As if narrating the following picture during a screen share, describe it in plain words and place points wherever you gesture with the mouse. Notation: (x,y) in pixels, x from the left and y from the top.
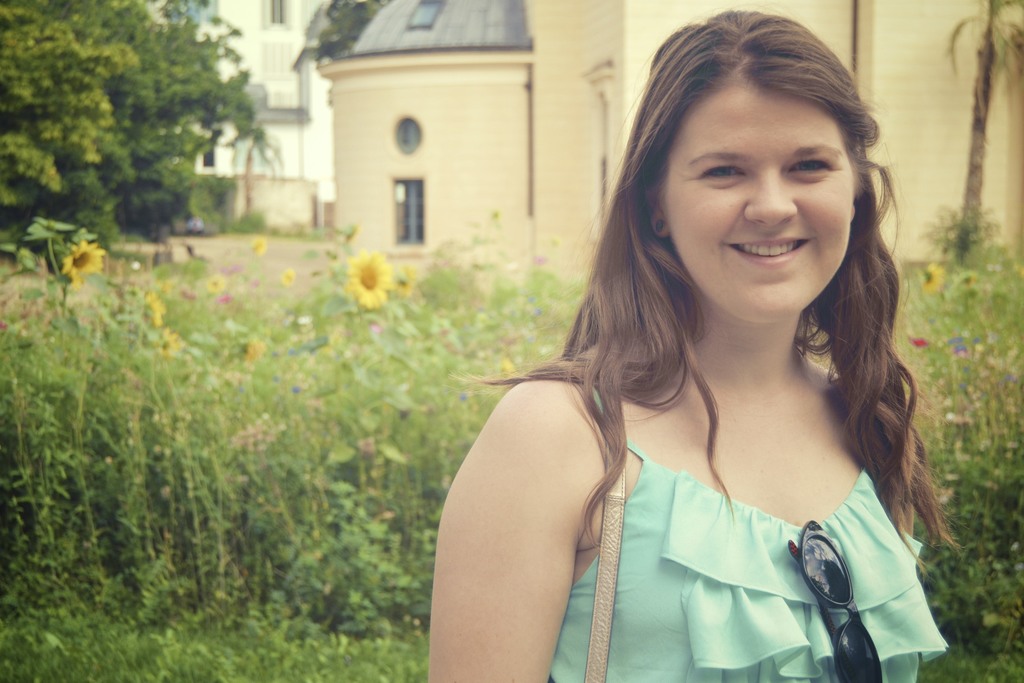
In this image I can see a woman (518,491) and I can see smile on her face (797,273). I can see she is wearing light blue colour top (729,531) and here I can see black shades (806,541). In background (485,310) I can see number of flowers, few trees (2,223), few buildings (340,161) and I can see this image is little bit blurry from background (963,15).
